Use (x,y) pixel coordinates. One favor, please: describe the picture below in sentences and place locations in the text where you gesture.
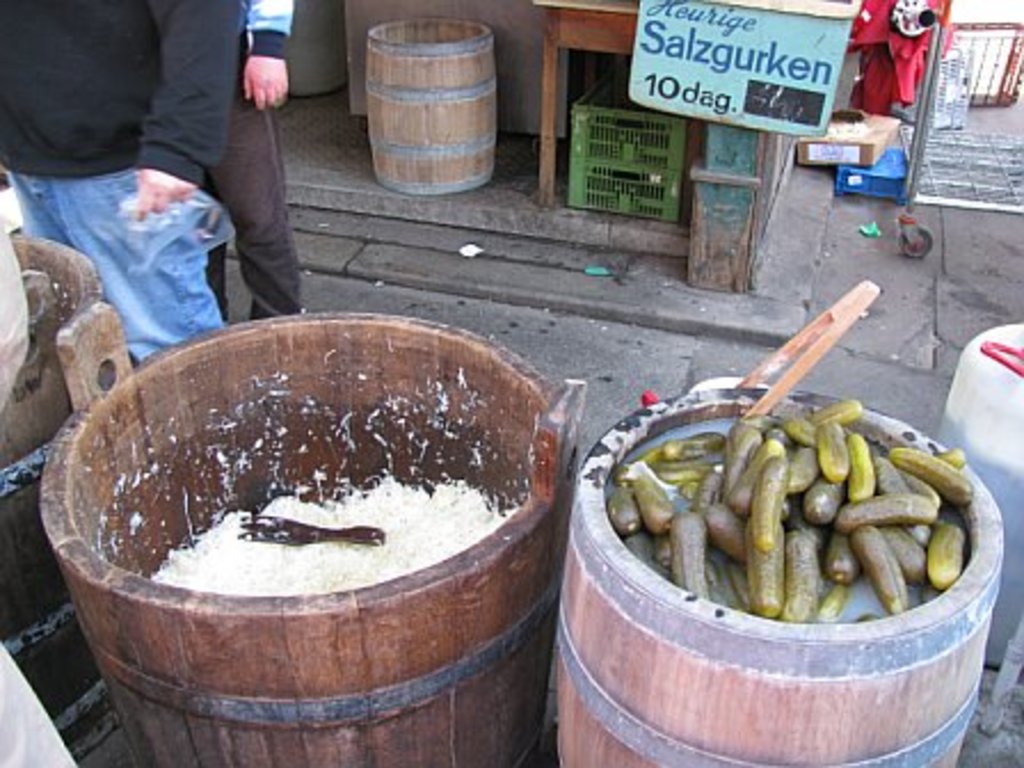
In this picture we can see few things (706,506) are placed in a tub (466,473), behind we can see few people (232,152) are stand and we can see few objects (335,32).
